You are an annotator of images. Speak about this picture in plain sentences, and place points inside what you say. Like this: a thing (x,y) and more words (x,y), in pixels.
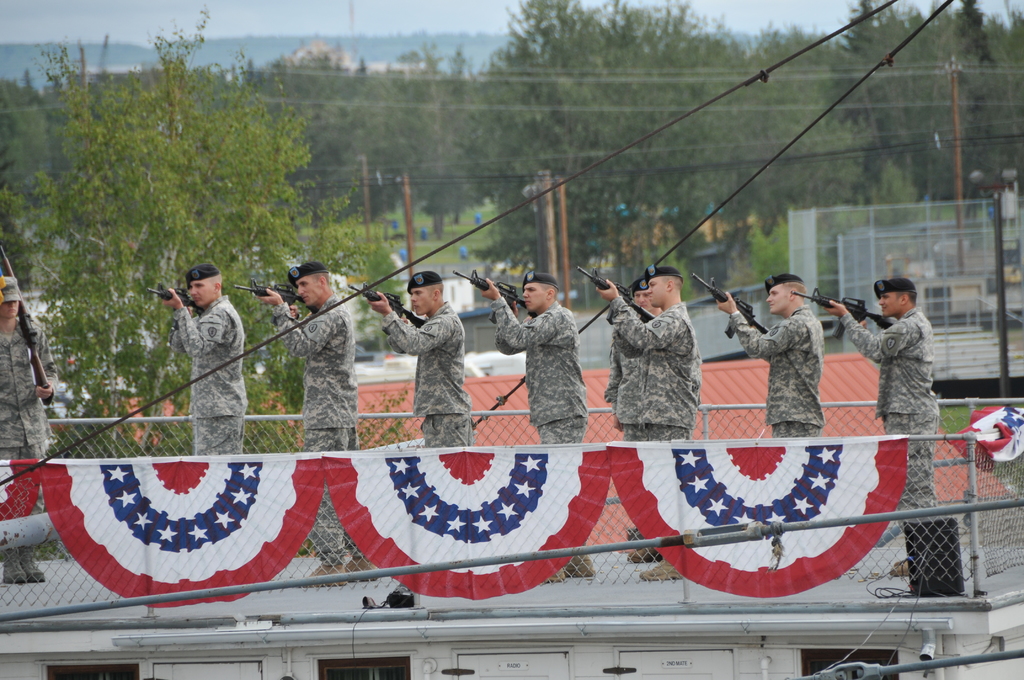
In this image we can see few people (616,310) wearing caps (525,276). They are holding guns (419,323). Also we can see a building (367,668) with railings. There are flags (550,500) and iron rods (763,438). In the background (382,238) we can see trees (649,143). And there are electric poles (538,175) with wires (779,156).
